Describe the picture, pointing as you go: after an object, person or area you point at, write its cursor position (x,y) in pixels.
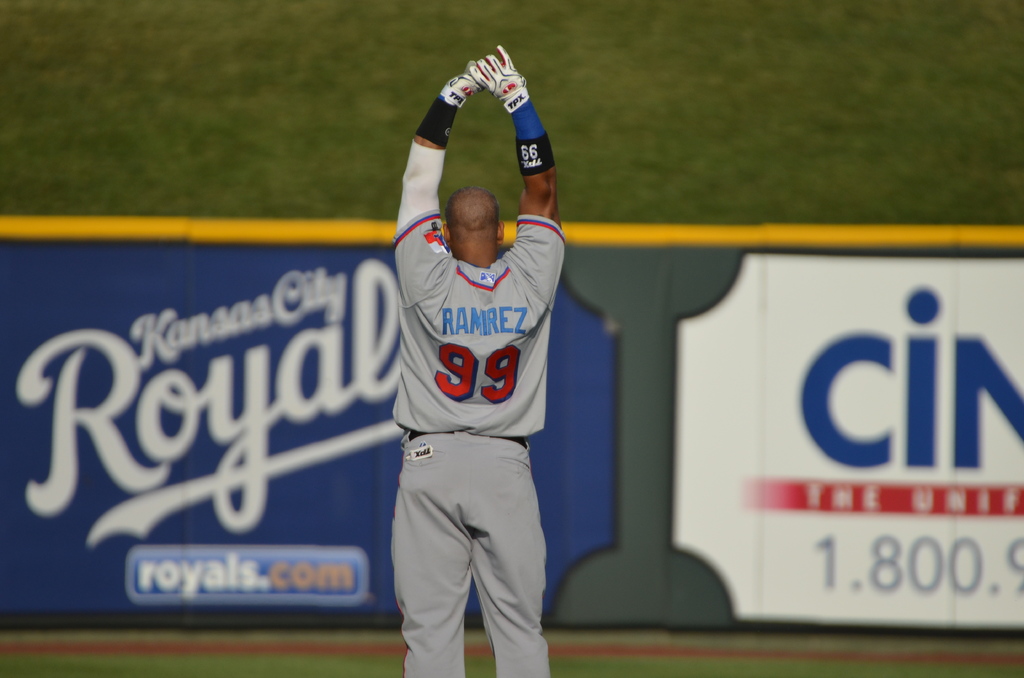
In this picture we can see a person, he is wearing gloves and in the background (567,556) we can see an advertisement board (556,566) and grass (738,160) on the ground (790,185).
